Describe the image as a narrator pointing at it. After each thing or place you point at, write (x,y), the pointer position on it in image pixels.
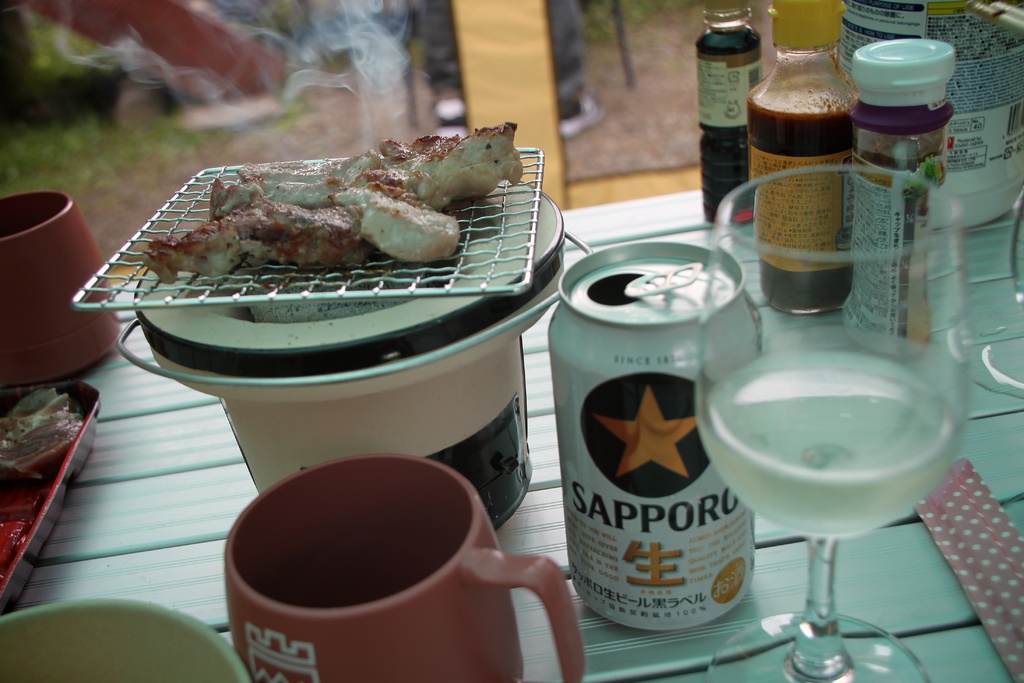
In this picture, it seems like mugs (280,570), bottles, food items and a glass (839,400) in the image.
